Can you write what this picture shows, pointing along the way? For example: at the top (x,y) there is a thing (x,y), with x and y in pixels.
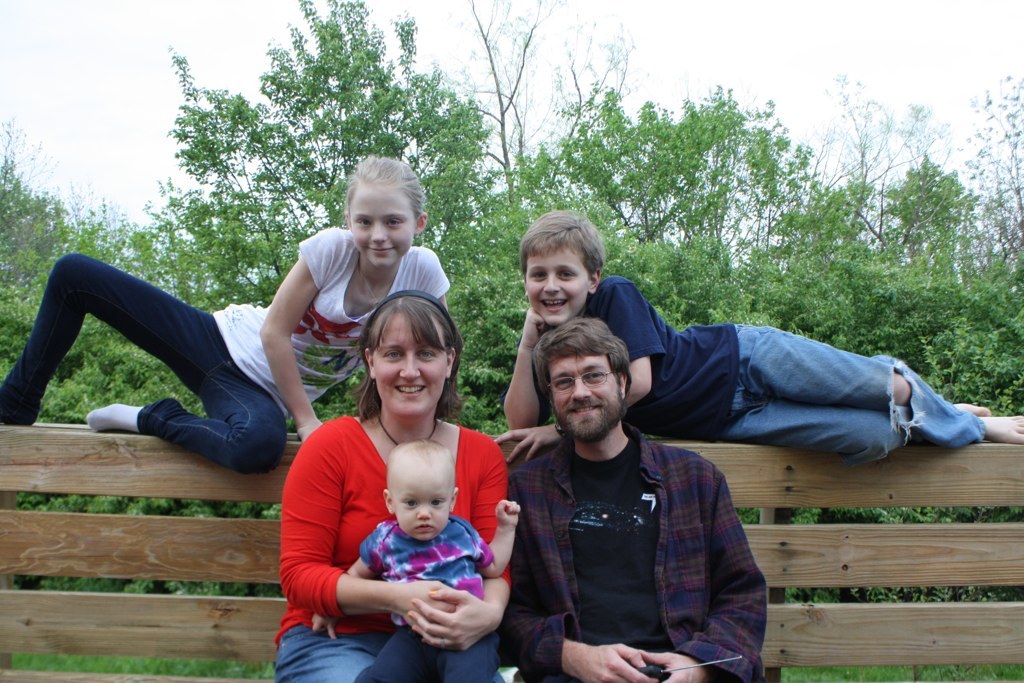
In the picture we can see a man (634,517) and a woman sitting on the bench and leaning to the wooden plank (992,482) and a woman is holding a baby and on the wooden plank (981,467) we can see a boy (897,388) and a girl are laid and behind them we can see many trees (545,204) and a part of the sky (38,70).
